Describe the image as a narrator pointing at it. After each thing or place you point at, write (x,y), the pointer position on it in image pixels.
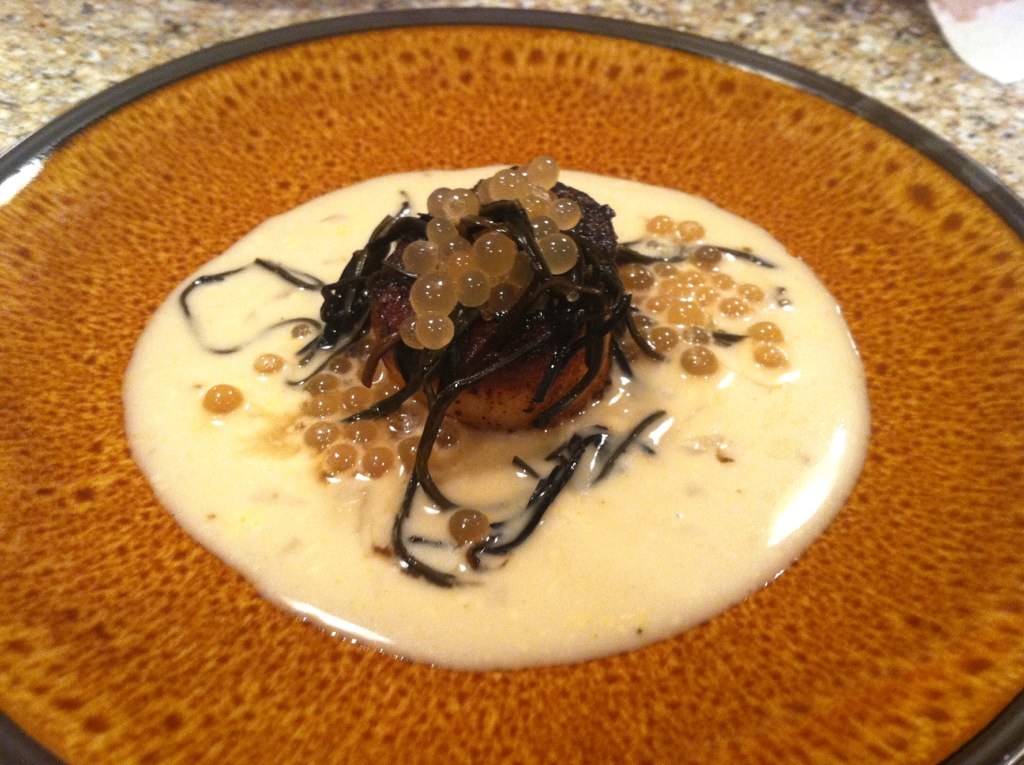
In this image I can see the food (643,413). The food (620,450) is in brown, cream and black color.
